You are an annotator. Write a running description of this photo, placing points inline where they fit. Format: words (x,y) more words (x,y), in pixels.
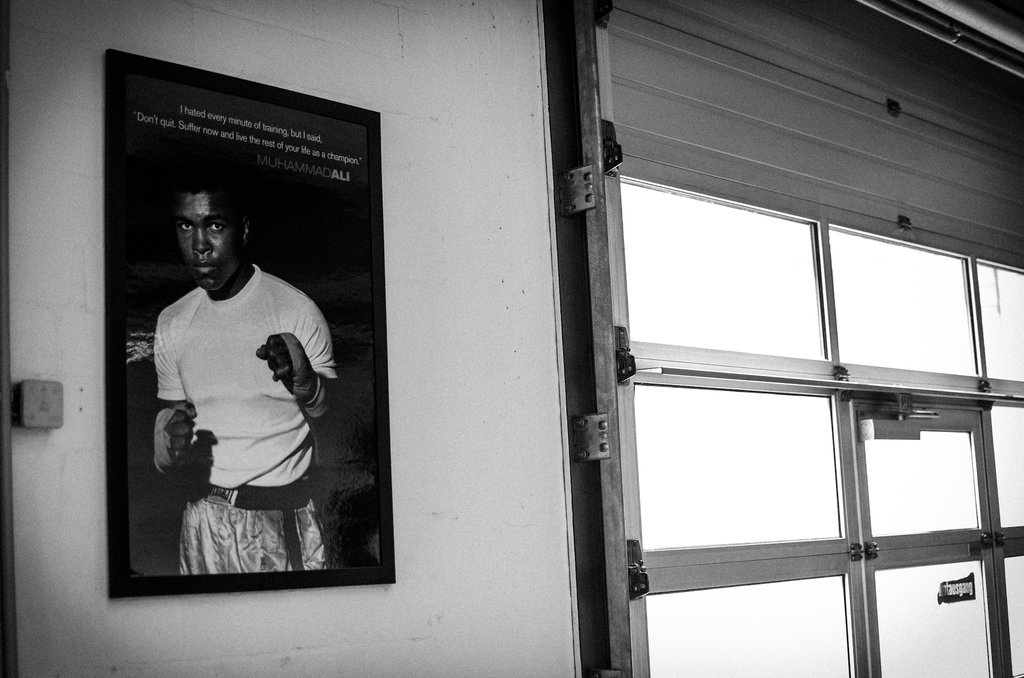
We can see frame (378,150) on a wall (454,67) and we can see glass (715,455), shutter (1008,87) and rods (992,17).
